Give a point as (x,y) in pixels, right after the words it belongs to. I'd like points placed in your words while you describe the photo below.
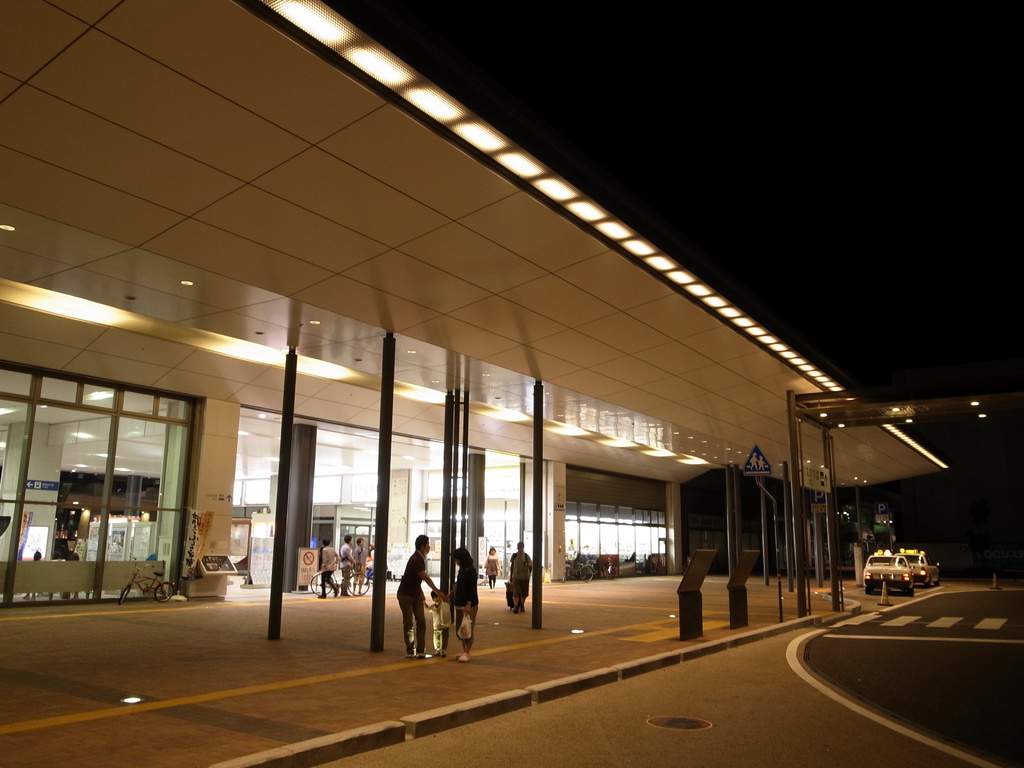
In this picture I can see group of people (359,568), there are vehicles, there are lights (7,411), boards (741,597) and some other objects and there is a building (395,414).
